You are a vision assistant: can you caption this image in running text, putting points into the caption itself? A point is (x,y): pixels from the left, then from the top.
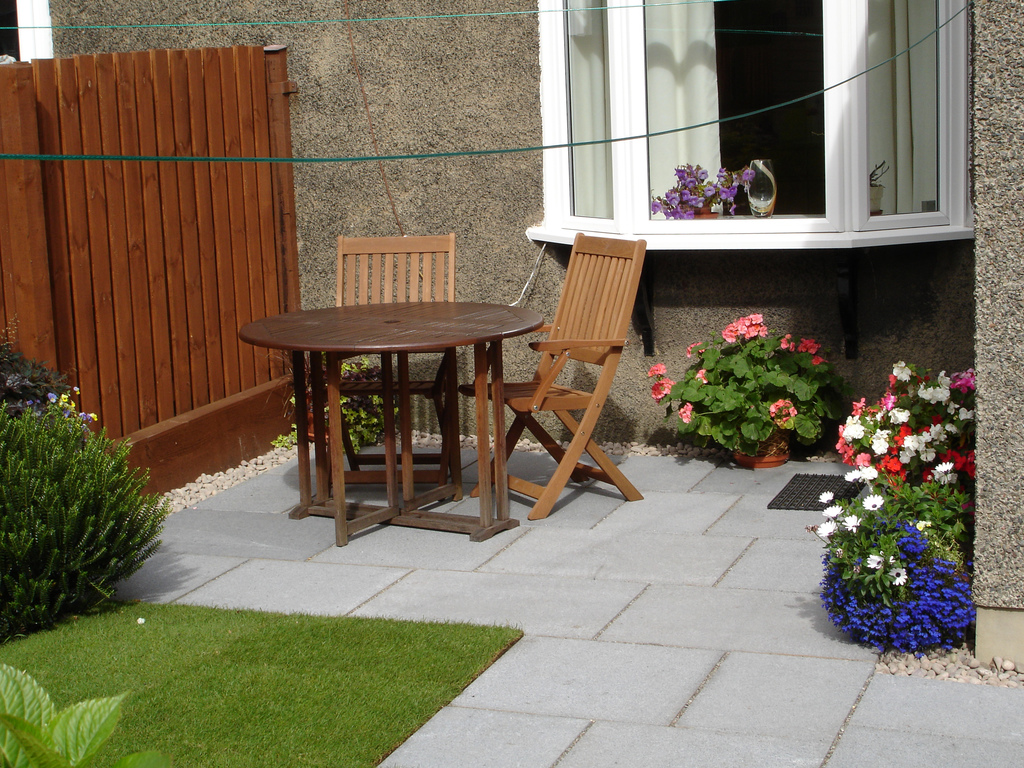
We can see chair (366,382), table (325,319), plants (45,377) and flowers (877,474). We can see wall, window (854,19) and curtains (699,62).
